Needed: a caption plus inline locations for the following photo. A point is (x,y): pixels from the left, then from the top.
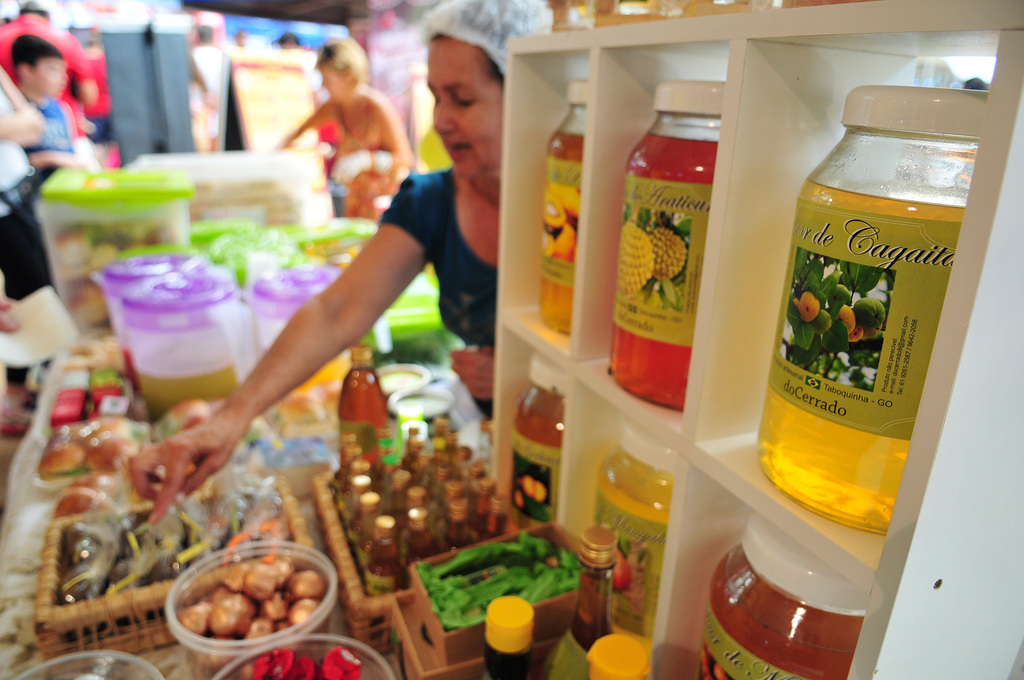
In this picture we can see jars (784,426) on shelves (740,447), bottles (392,473), baskets (366,601), boxes (120,249), food items (501,586) and some objects (110,381). In the background (196,144) we can see some people (1,74), posters (297,82) and it is blurry.
